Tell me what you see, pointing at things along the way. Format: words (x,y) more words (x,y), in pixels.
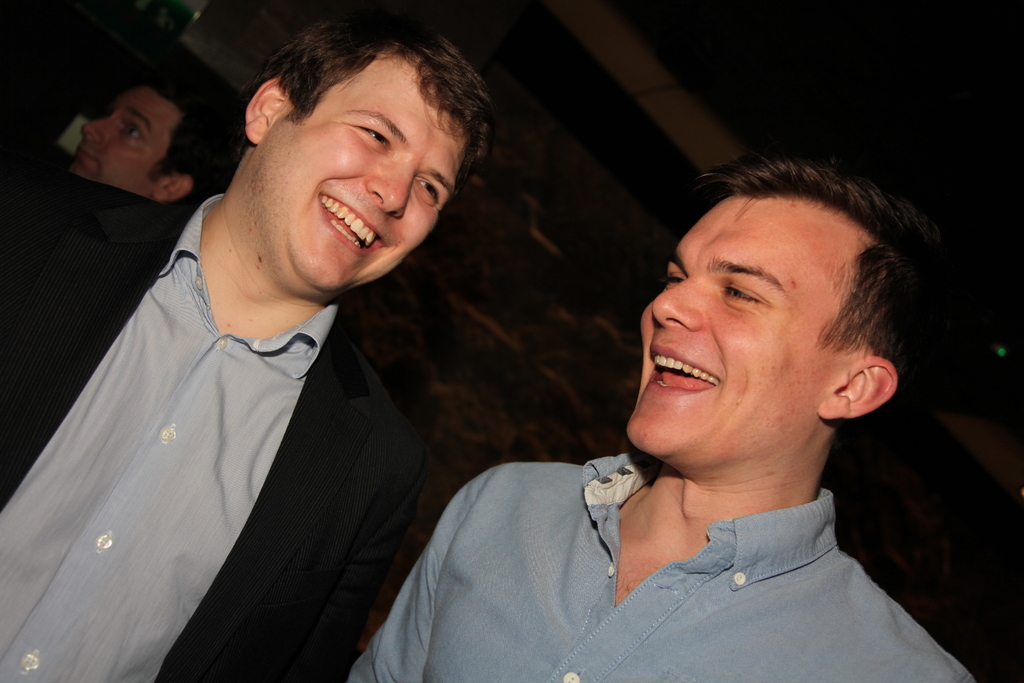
This picture describes about group of people (643,323), in the middle of the image (345,443) we can see two men (711,344), they both are smiling.
